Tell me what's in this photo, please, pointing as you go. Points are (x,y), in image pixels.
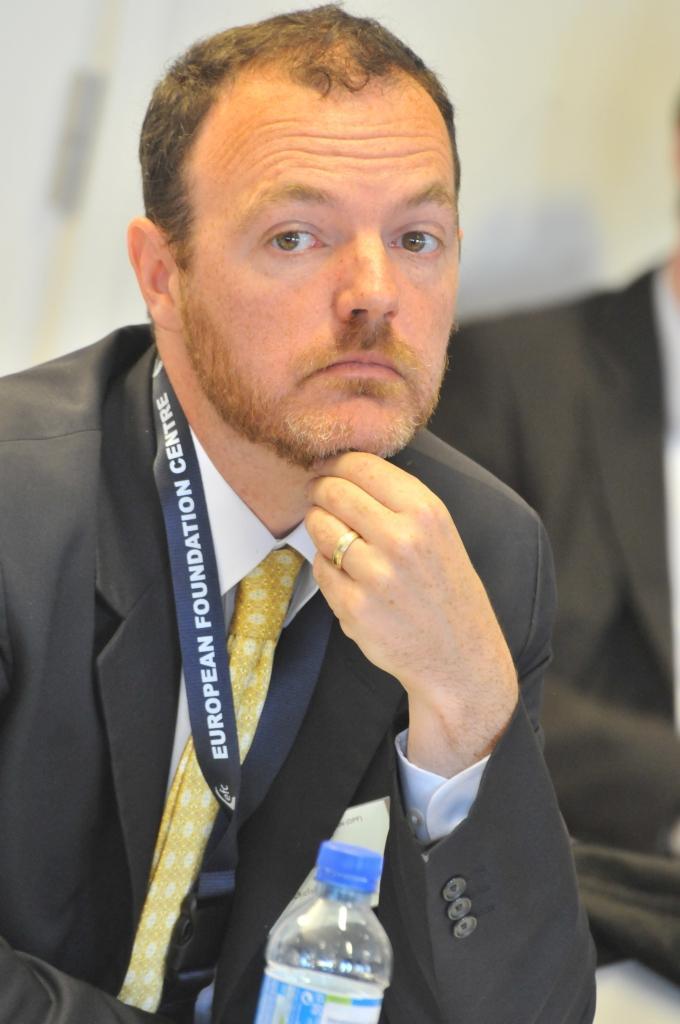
In this image there are two persons (374,505). In the front (134,616) the person (105,623) wearing black colour suit (111,683) is kept his hand (364,563) under the chin (352,451) and there is one bottle (330,968) in the front (331,958).
